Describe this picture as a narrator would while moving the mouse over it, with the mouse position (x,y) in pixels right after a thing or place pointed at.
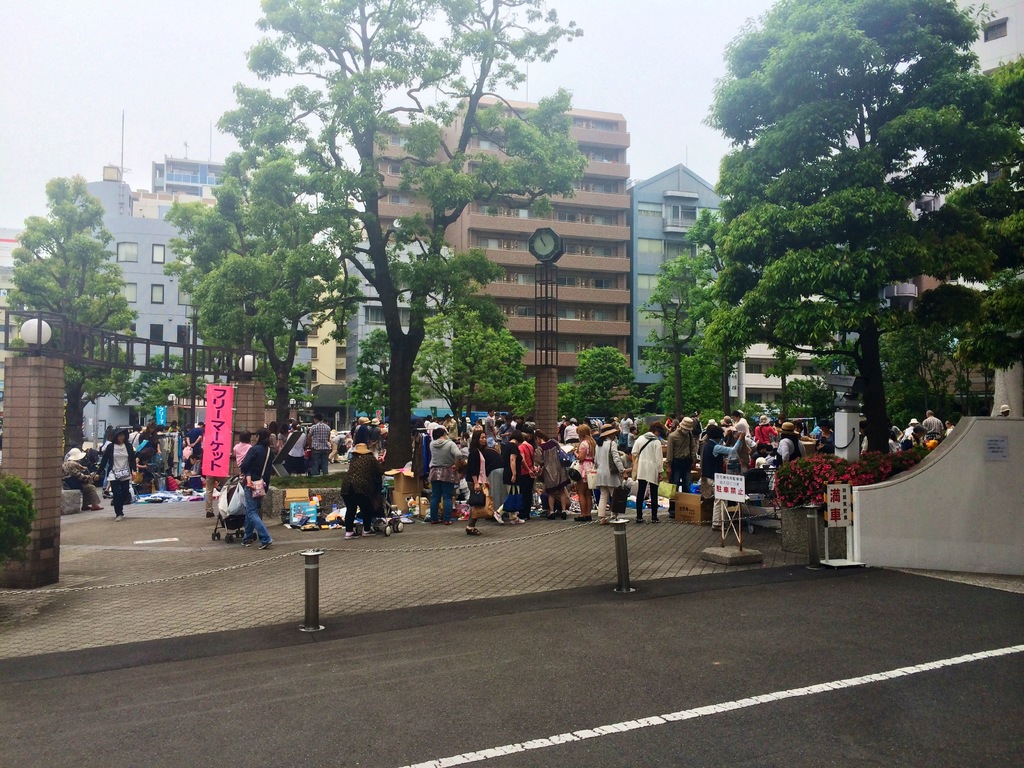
In the picture we can see a part of the road (708,766) and behind it, we can see a path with many people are standing and some are sitting and we can also see some trees (895,385) and in the background (598,260) we can see some buildings (599,307) with many floors (598,245) and a part of the sky (74,122).
